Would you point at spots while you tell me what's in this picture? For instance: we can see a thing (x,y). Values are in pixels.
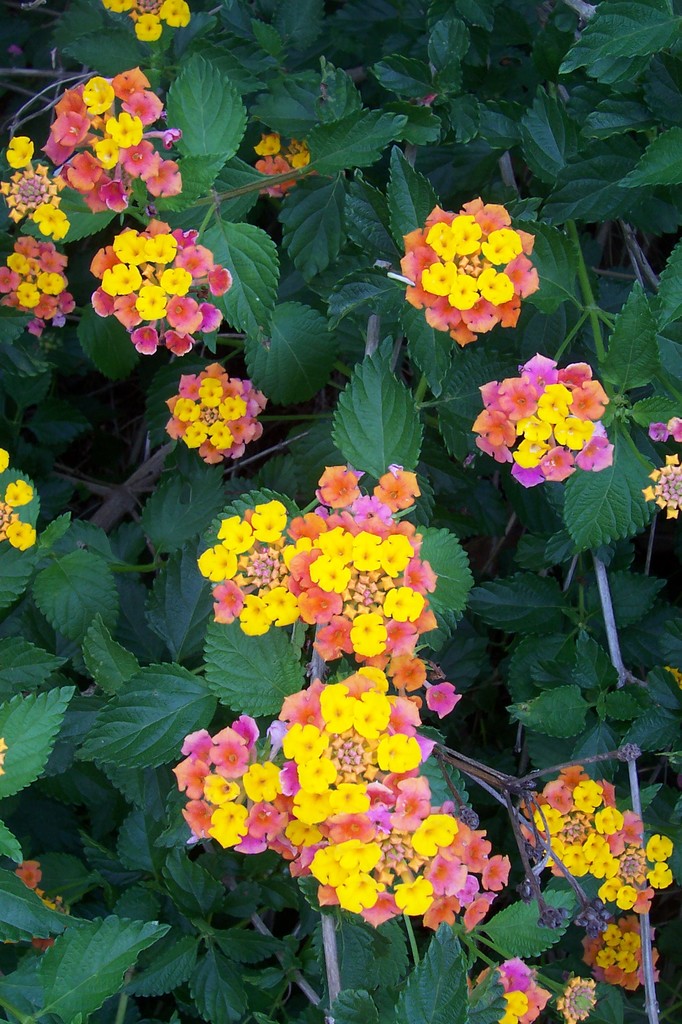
In this image there are plants (385,464) having leaves (385,465) and flowers (311,540).
